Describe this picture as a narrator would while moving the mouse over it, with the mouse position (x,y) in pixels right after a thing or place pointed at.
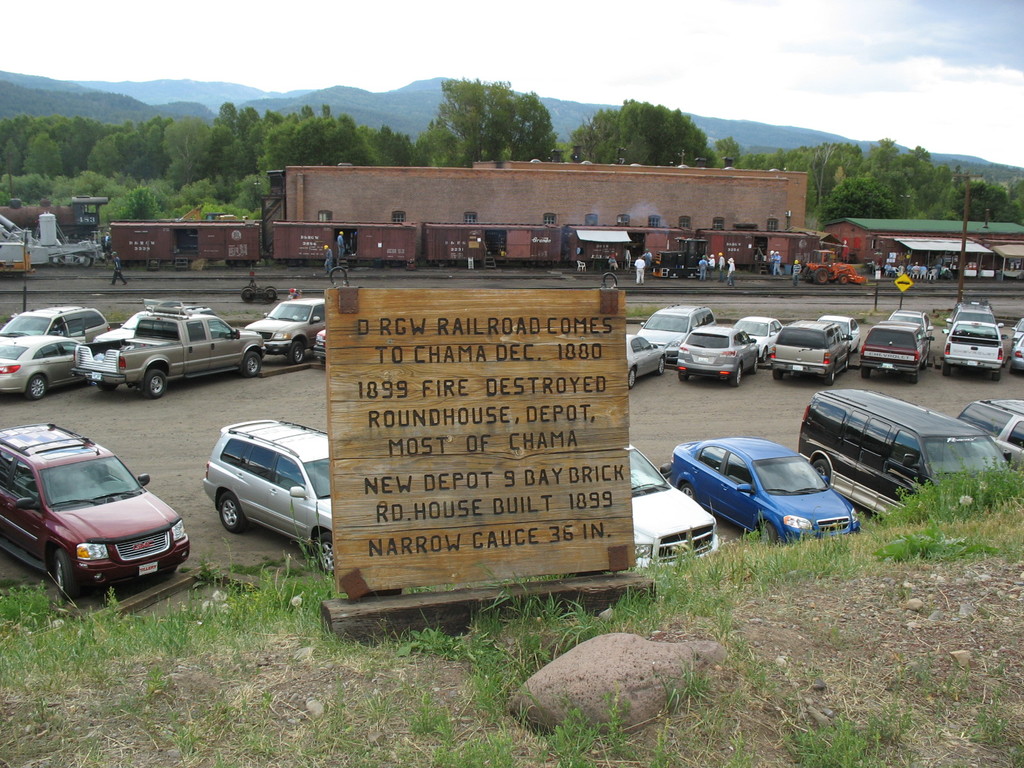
In this picture we can see a stone (602,672), a board (457,486) and some vehicles (862,363) are parked on the road (715,426). Behind the vehicles (79,341) there are groups of people (344,246) and there is a goods train (464,249) on the railway track (598,271). Behind the goods train (642,231) there is a railway station (512,209), trees (491,104), hills (65,112) and the sky (614,59).
